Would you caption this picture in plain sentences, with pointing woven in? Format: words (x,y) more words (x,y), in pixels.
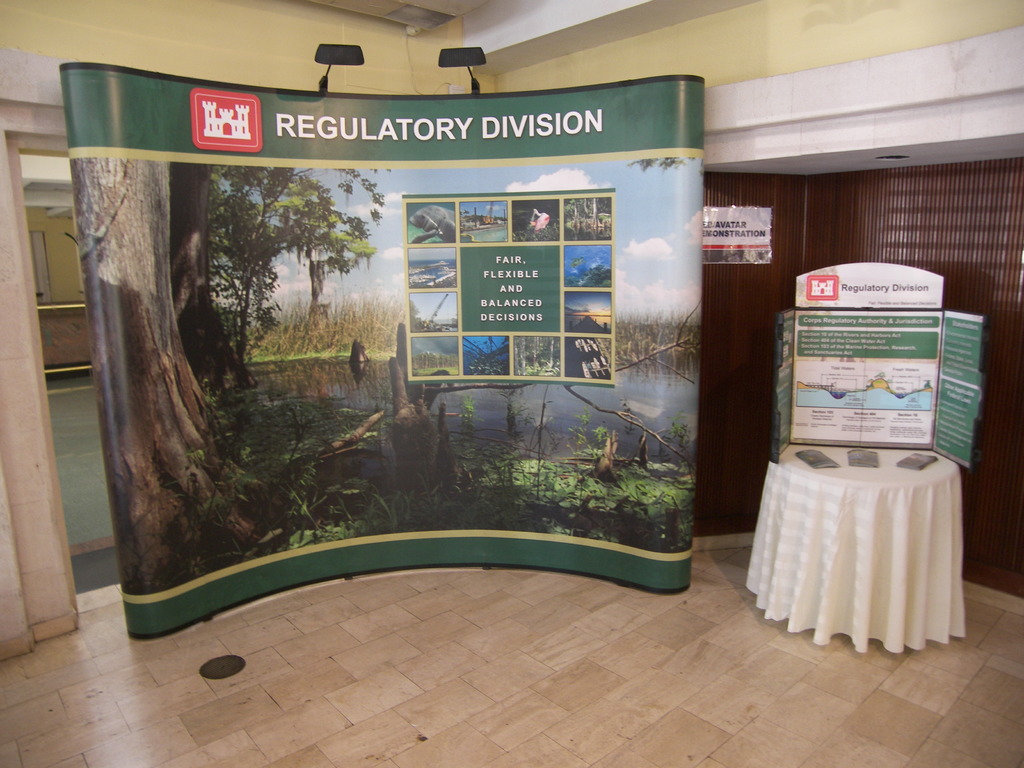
In this picture it looks like a banner (398,364) in the middle (483,340), on the right side (809,300) there are papers (866,463) on a table (866,483). In the background (751,377) there are walls (538,67).
